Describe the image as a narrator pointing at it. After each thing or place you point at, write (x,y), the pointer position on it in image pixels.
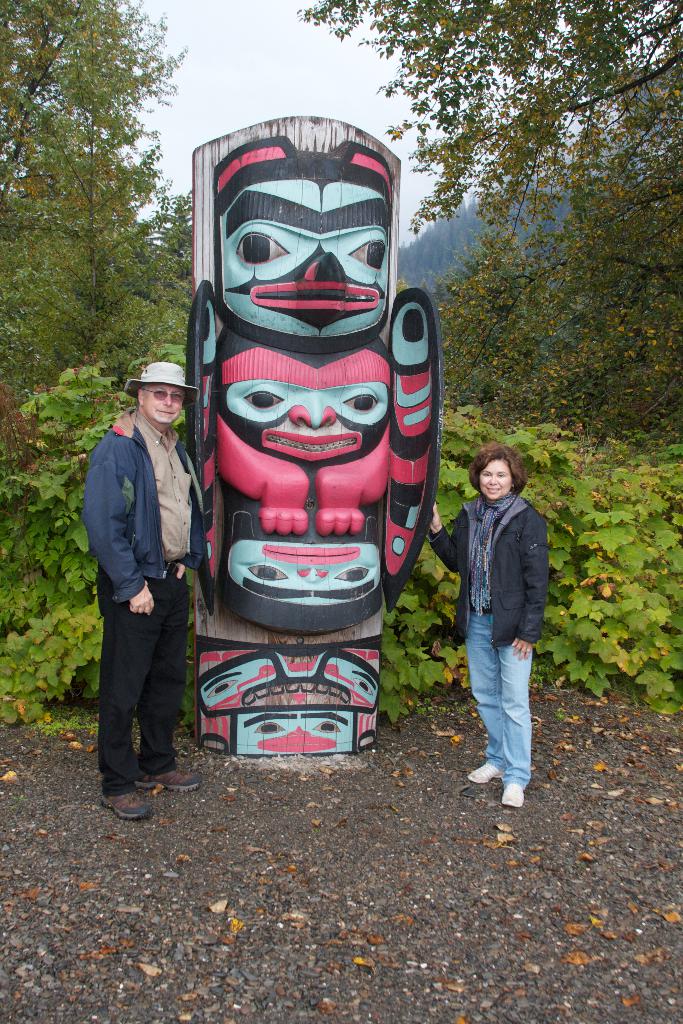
In this picture there is a wooden art statue (199,375) with painted face mask (336,582). Beside there is a woman (444,541) wearing black color jacket (531,599), smiling and giving a pose into the camera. On the left side (159,432) there is another man (145,626) wearing blue color jacket (134,504) smiling and standing. Behind there are some green plants (644,605) and trees (156,156).
